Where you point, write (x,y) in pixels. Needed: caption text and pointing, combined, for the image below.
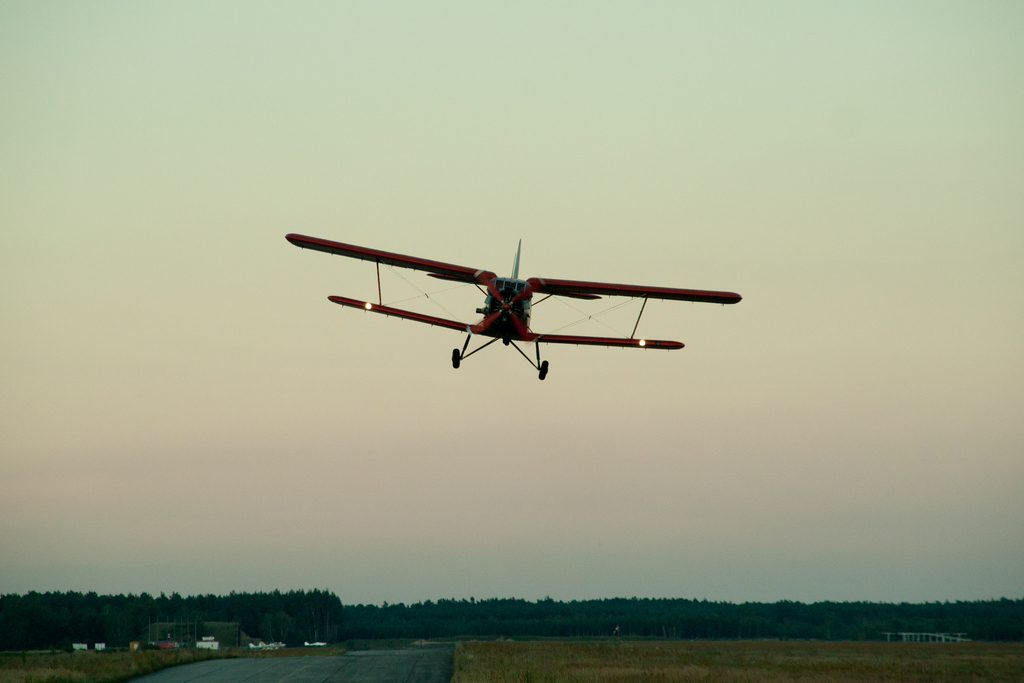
There is an aircraft (518,272) in the center of the image (525,289) and there are trees (325,636), some objects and sky (325,549) in the background area (283,529).
